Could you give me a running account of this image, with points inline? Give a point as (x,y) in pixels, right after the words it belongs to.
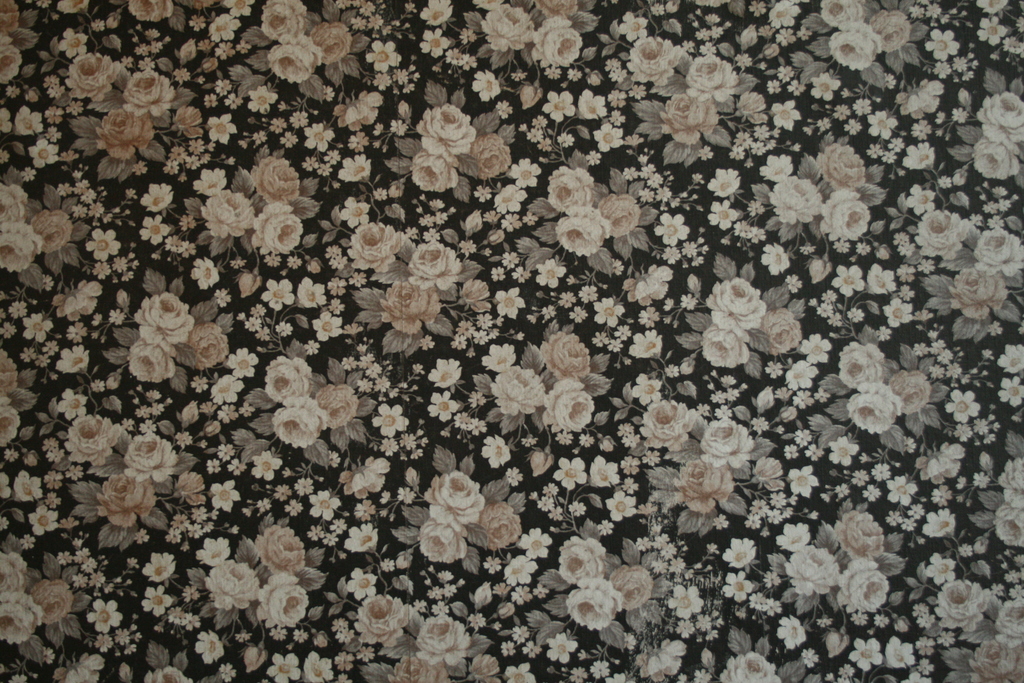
This picture shows that many white color flowers (495,273) are printed on the black color fabric cloth (776,583).
